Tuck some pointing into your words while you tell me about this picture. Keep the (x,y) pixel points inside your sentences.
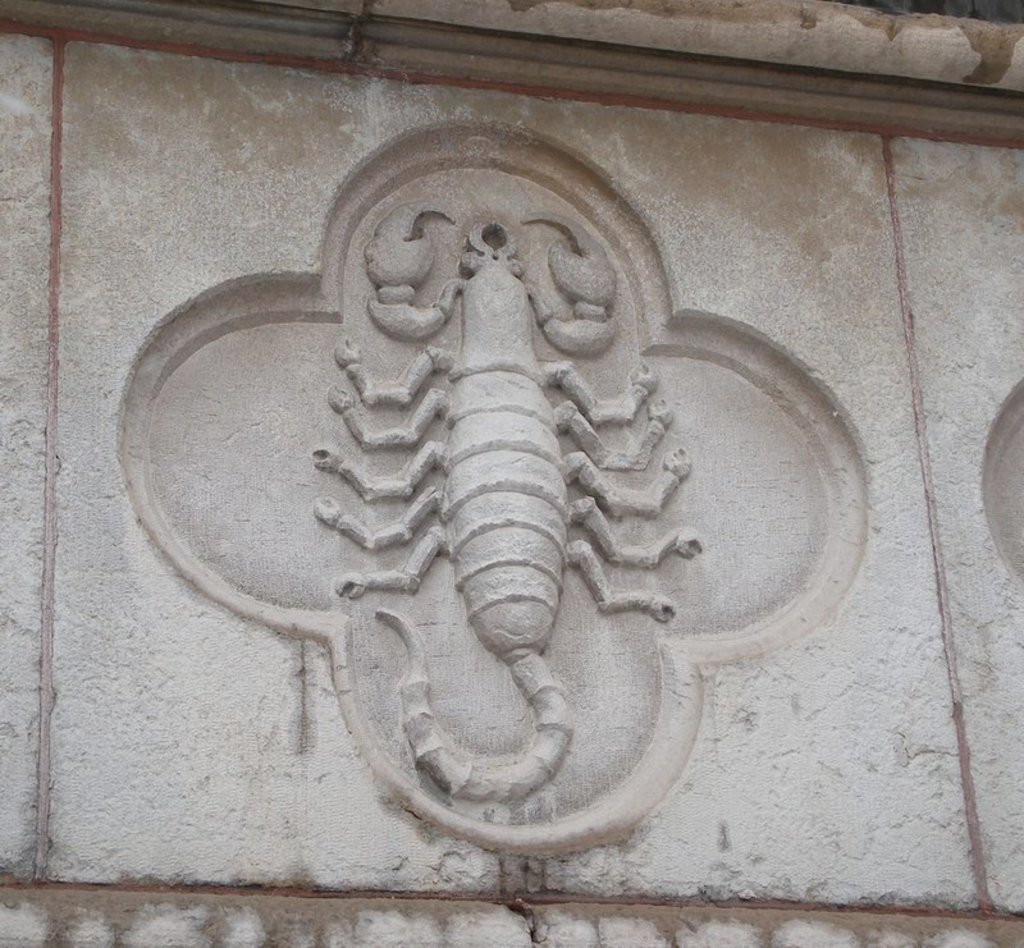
In this image there is a sculpture (526,493) on the wall (914,441).
